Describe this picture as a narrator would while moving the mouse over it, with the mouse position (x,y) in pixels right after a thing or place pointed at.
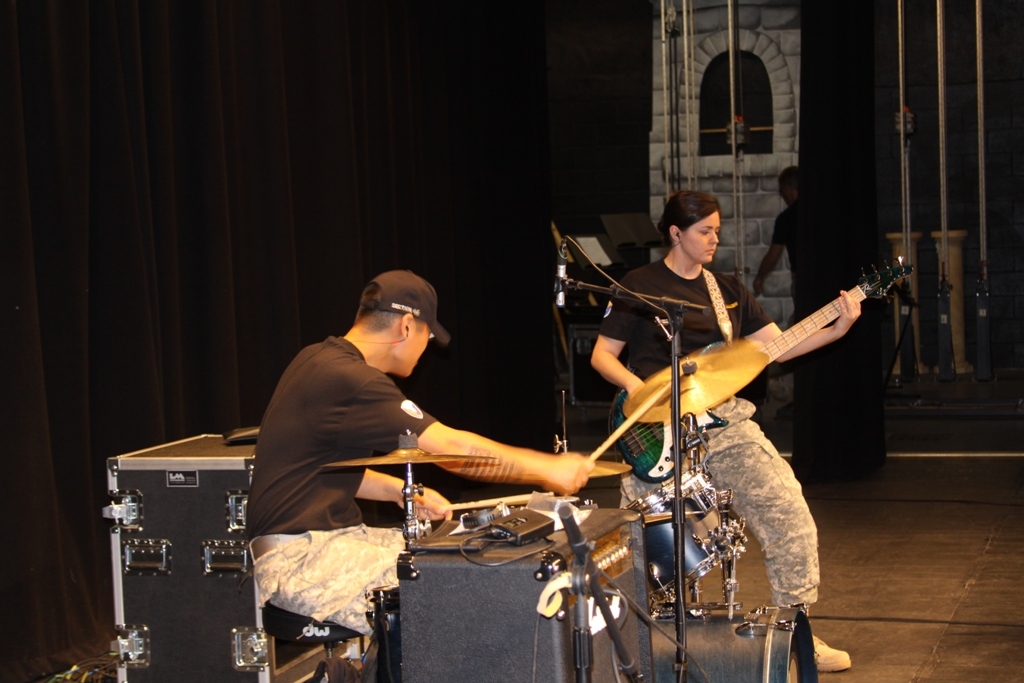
In this image I can see two people (379,496) are playing the musical instruments (733,354) and wearing the black t-shirts (599,329) and one person (370,359) with the cap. In the background (161,190) I can see the curtain (295,202).
